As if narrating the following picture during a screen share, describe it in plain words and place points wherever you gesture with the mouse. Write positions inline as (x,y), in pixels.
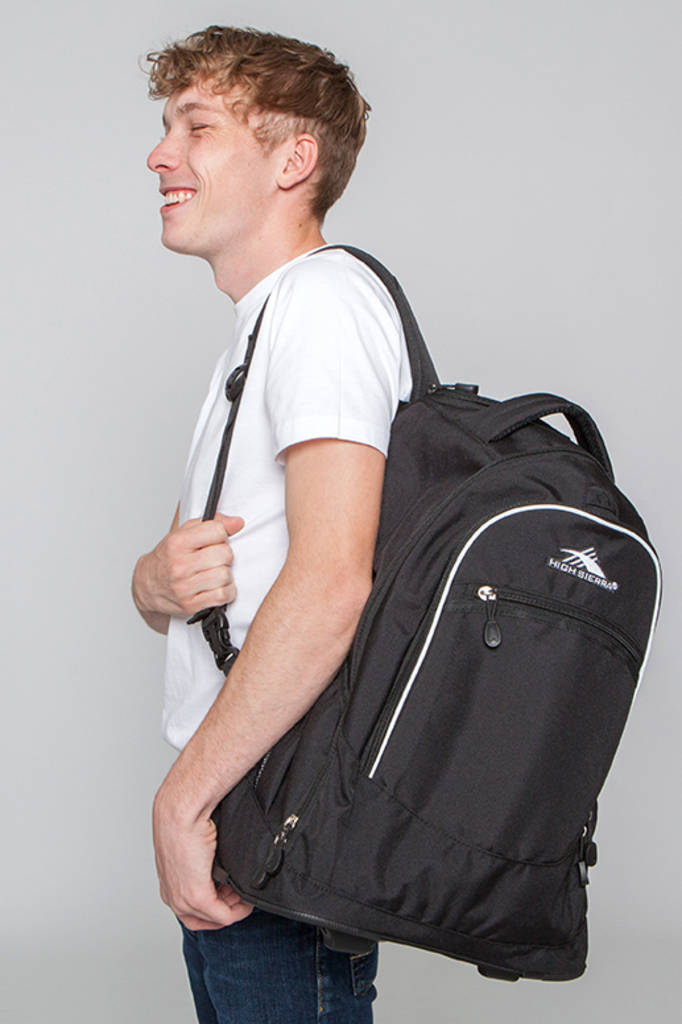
A man (295,422) with white t-shirt (290,436) and blue jeans (259,920) is standing. And he is wearing a black color bag (485,573). And he is smiling.
